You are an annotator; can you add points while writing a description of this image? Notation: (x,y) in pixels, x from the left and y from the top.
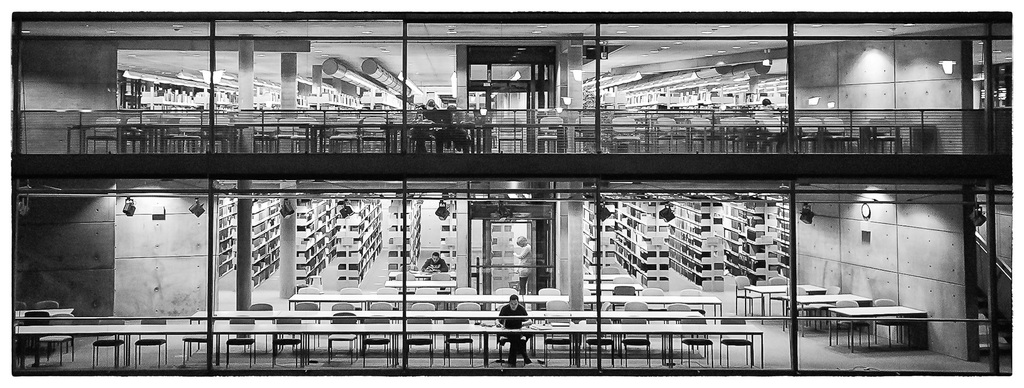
This might be a building (471,132), in this image at the bottom (541,303) there are some chairs (696,339), tables (751,327), and two of them are sitting. And in the background (696,221) there are some book racks (268,245), and in the book racks (451,232) there are some books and also there are some lights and pillars (464,208), and at the top of the image (522,91) there are some chairs (729,134), pillars (572,91), glass door (539,88). In the center (524,209) it might be a lift (494,268) and wall (116,75) and some other objects (676,132), at the top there is ceiling (637,55) and some lights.
